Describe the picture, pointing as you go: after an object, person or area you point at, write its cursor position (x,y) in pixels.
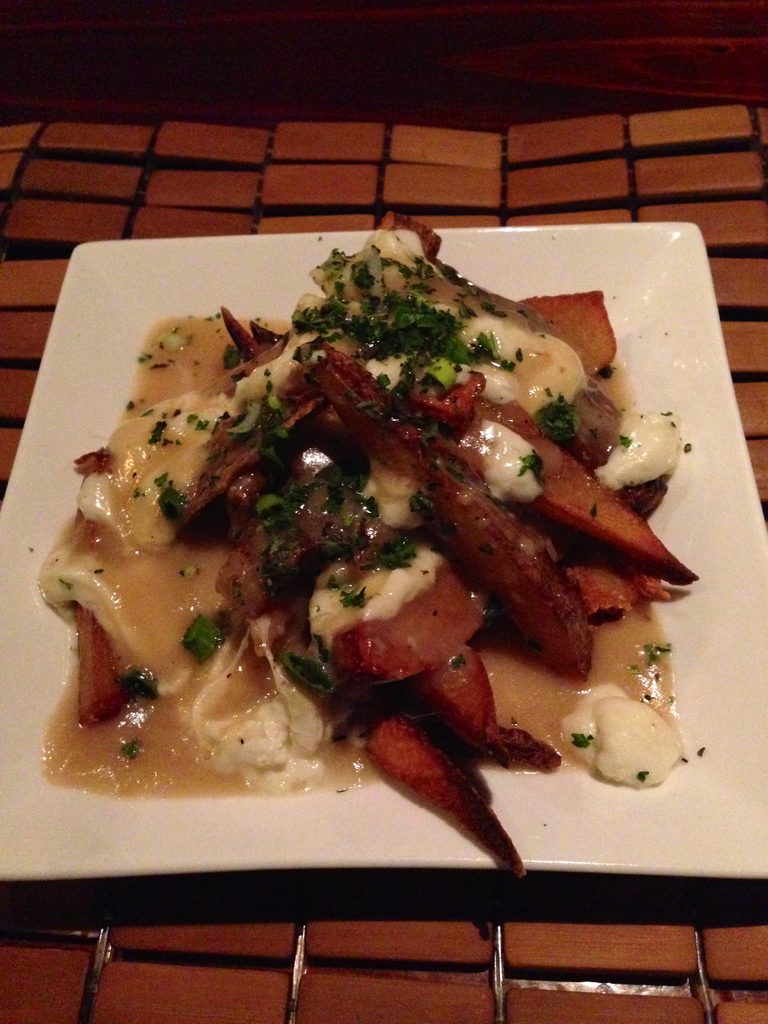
In this picture, we see a white plate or a tray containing food item (301,641) is placed on the brown table (404,917).
